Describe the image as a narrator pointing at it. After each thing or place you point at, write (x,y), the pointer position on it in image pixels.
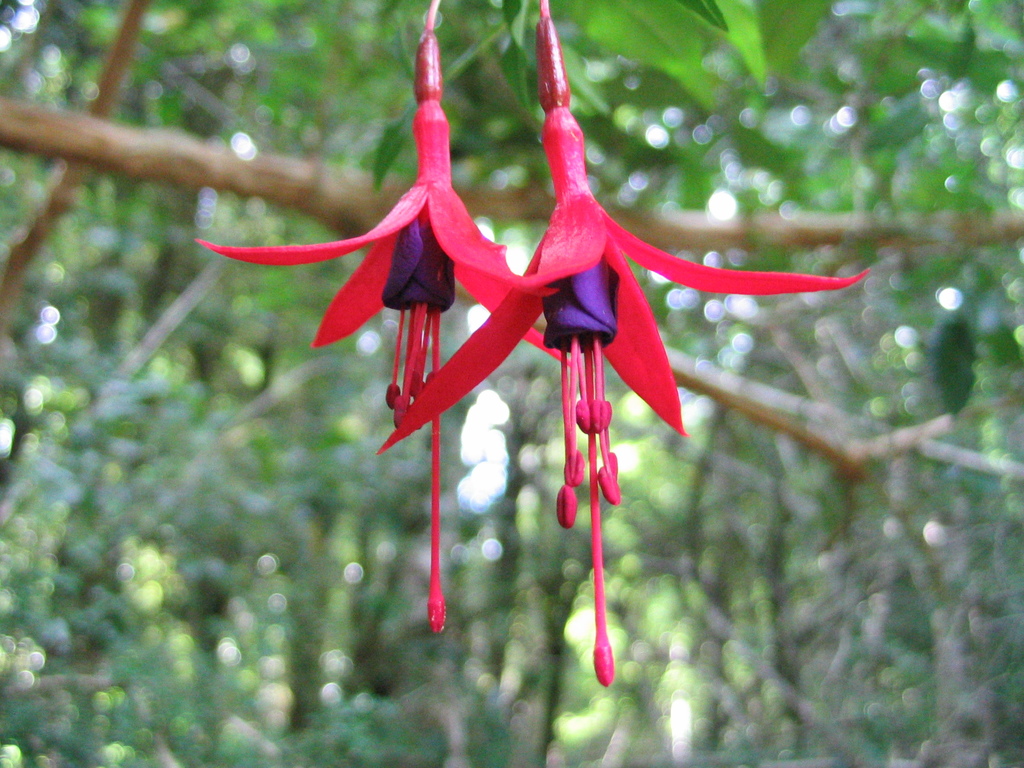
In the center of the image (587,335), we can see flowers (462,230) and in the background (655,91), there are trees (730,356).
